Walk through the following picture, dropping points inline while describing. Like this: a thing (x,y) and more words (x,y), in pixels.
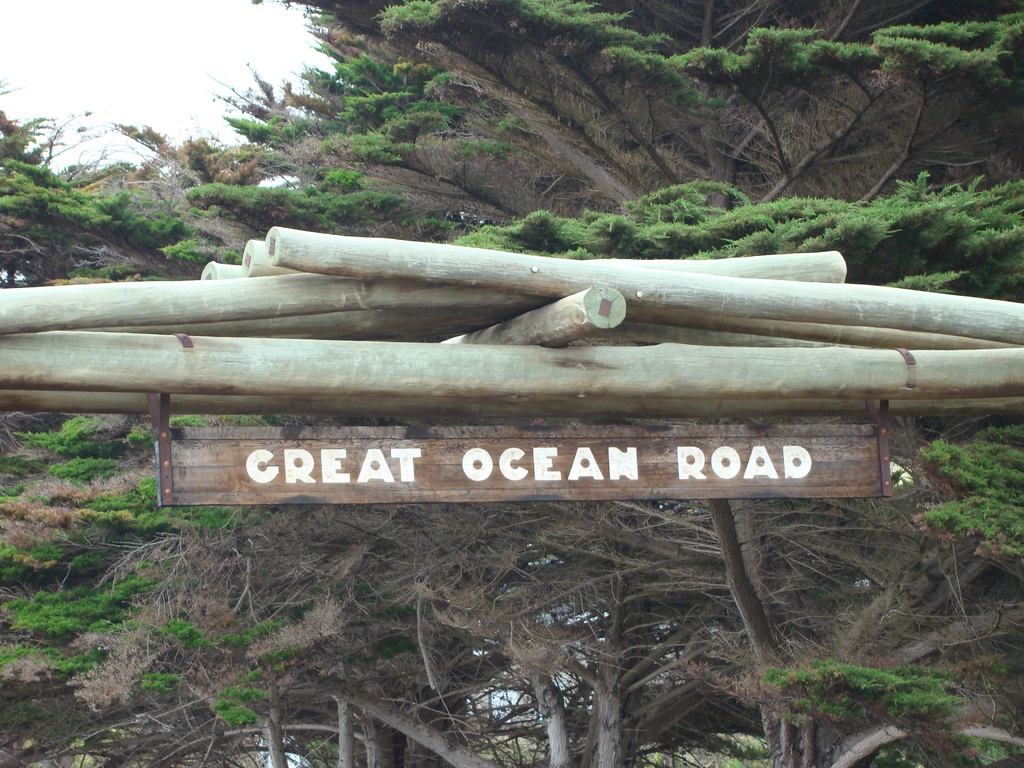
In this picture there is a board (452,474) on the wooden stick (531,406) and there is a text (757,454) on the board (702,458). At the back (711,159) there are trees (957,140). At the top (152,82) there is sky (147,65).
